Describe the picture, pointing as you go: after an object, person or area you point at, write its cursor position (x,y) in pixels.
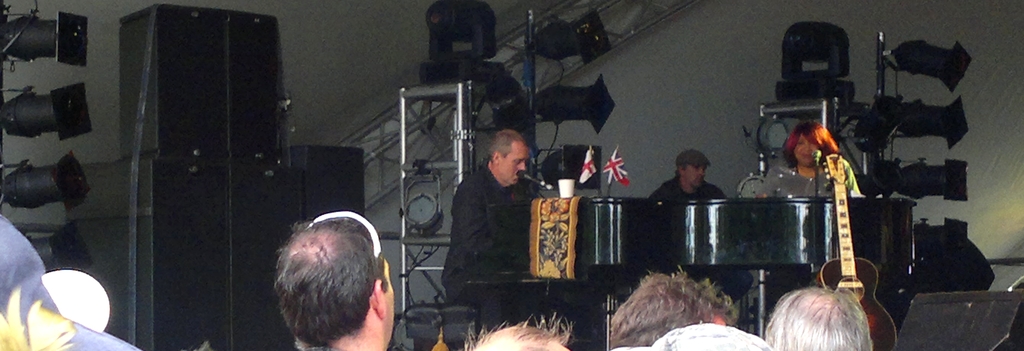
In this image I can see three person (502,188) sitting and playing musical instruments (855,203). In front (698,297) I can see few people (654,321). Back I can see lights (501,88), stands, flags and white color cup (567,186). We can see speaker boxes (181,161).
